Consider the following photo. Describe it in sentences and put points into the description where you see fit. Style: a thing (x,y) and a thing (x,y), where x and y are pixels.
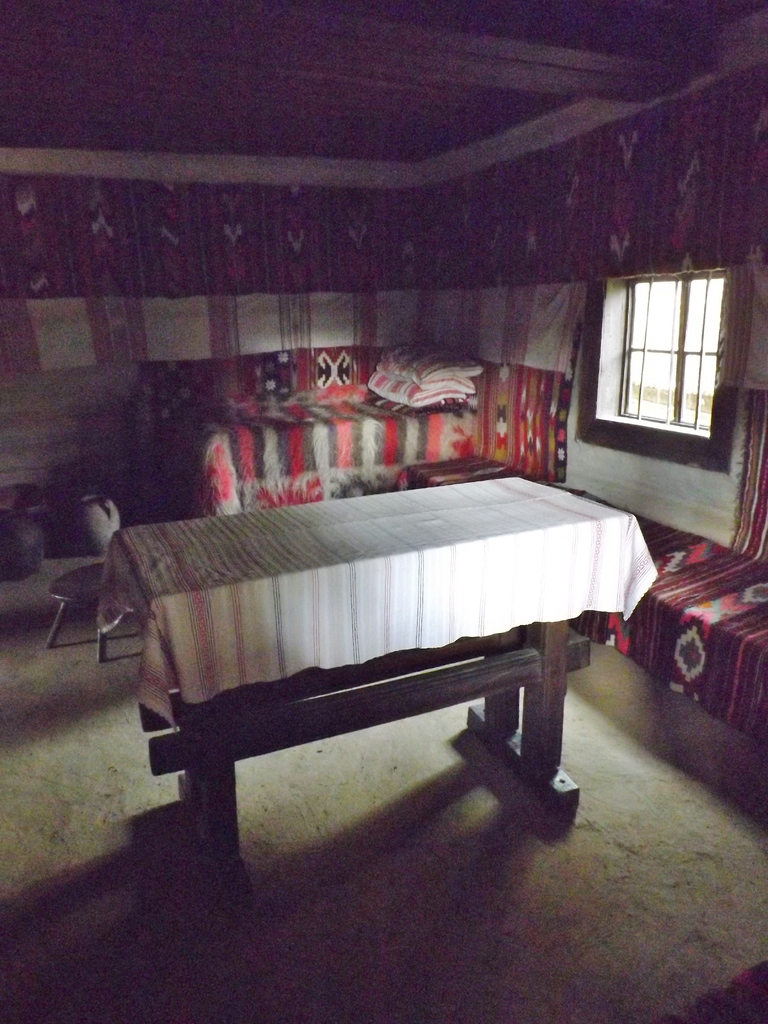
In this picture I can see there is a table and it has a cloth (643,552) on it. There is a window (660,376) at right side (714,437) and there are few other objects (210,460) in the backdrop (59,582).
